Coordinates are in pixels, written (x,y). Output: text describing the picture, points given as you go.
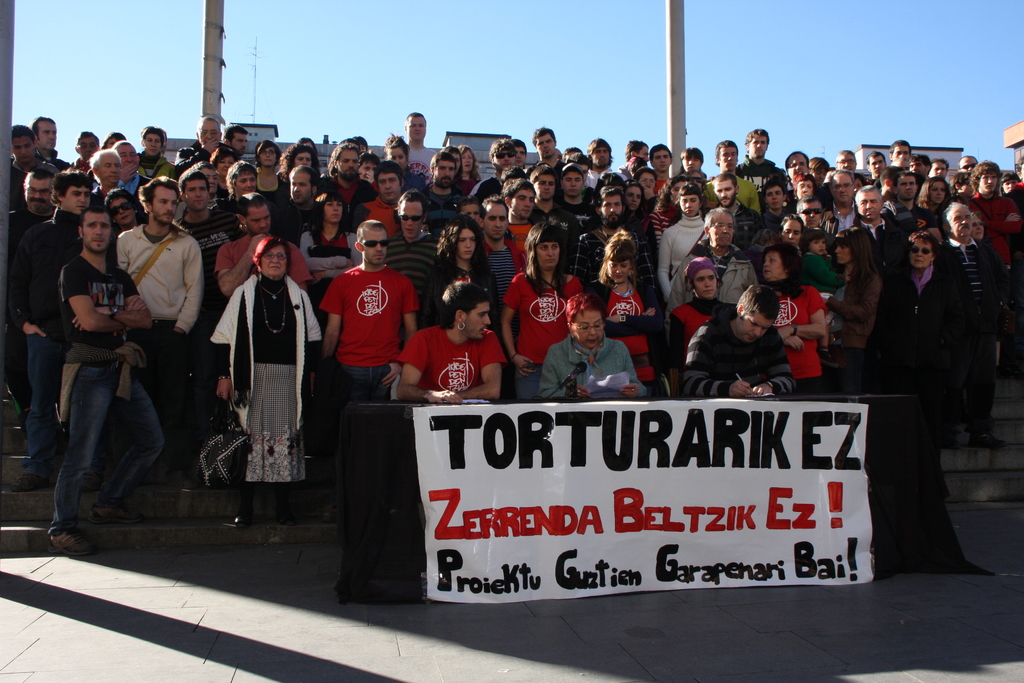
In this image I can see group of people (510,303) standing and wearing different color dress (519,280). In front (438,375) three people (439,394) are sitting. We can see mic (580,374) and banner (483,464) is attached to the table (413,479) and something is written on it. Back Side I can see buildings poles (209,86). The sky (516,63) is in blue color.
